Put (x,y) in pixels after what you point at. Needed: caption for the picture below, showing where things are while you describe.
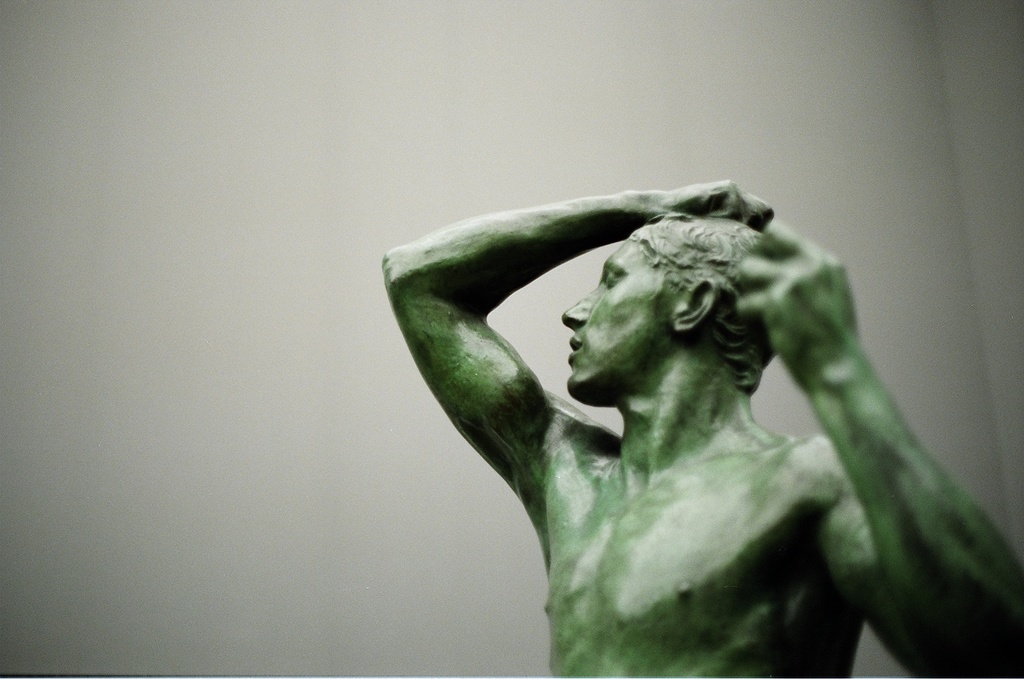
In this image there is a sculpture (627,404) of a man (645,371) towards the bottom of the image (746,464), at the background of the image (667,118) there is a wall (778,114), the background of the image (788,97) is white in color.
